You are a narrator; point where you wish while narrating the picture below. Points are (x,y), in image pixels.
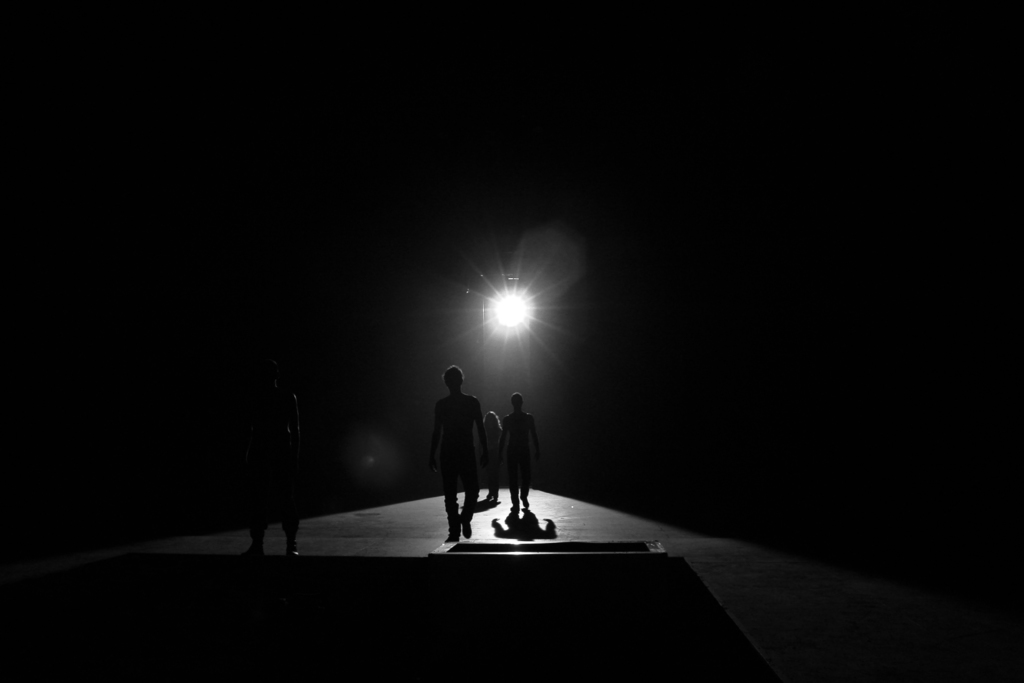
In this picture we can see there are some people (285,474) on the path (406,511) and behind the people (494,447) there is a light (506,309) and a dark background (390,441).
